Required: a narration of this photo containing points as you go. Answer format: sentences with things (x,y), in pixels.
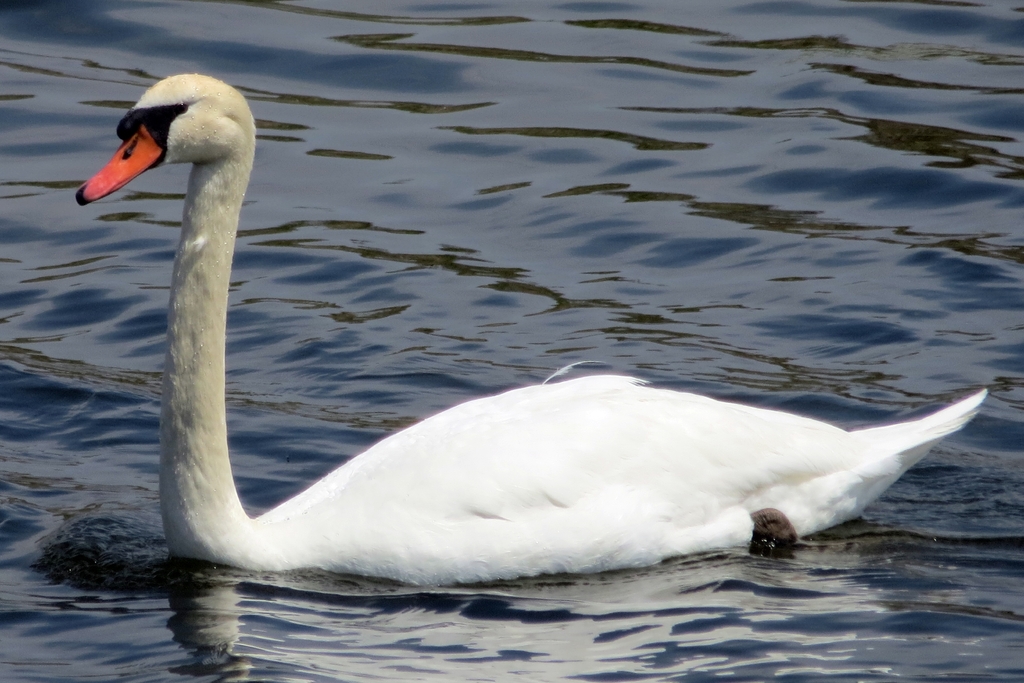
In this image there is a swan (634,437) in the water (661,319).
